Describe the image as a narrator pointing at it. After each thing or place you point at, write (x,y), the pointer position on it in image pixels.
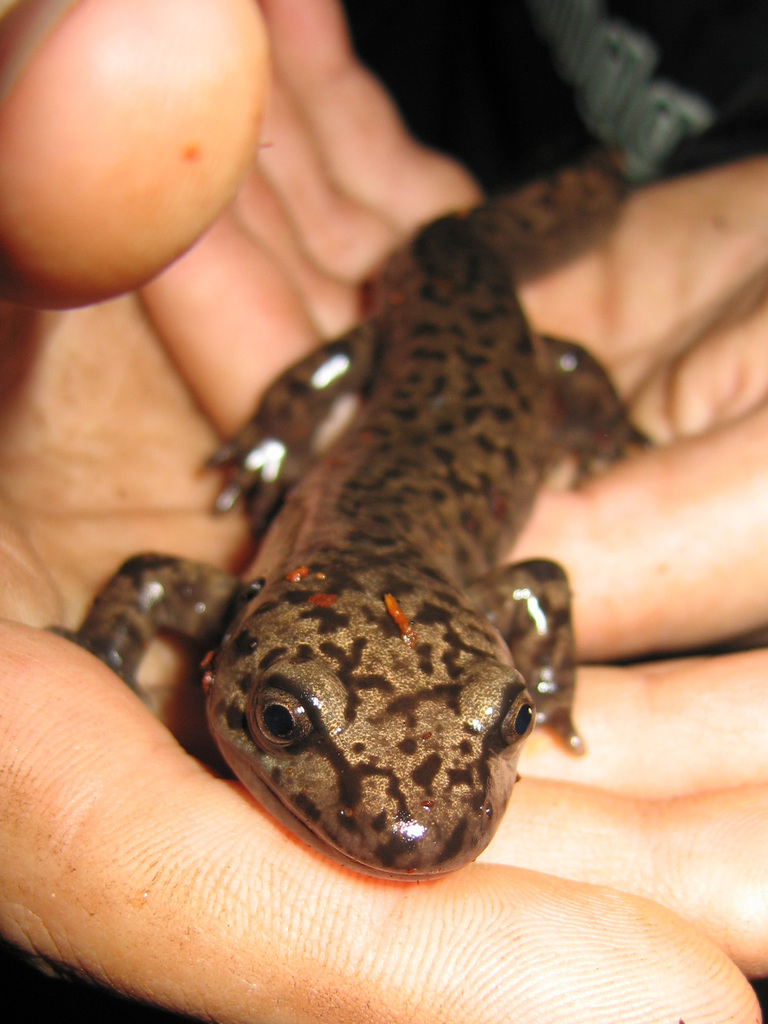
In this picture I can see a salamander (214,461) on the hands (744,164) of a person (52,791).
